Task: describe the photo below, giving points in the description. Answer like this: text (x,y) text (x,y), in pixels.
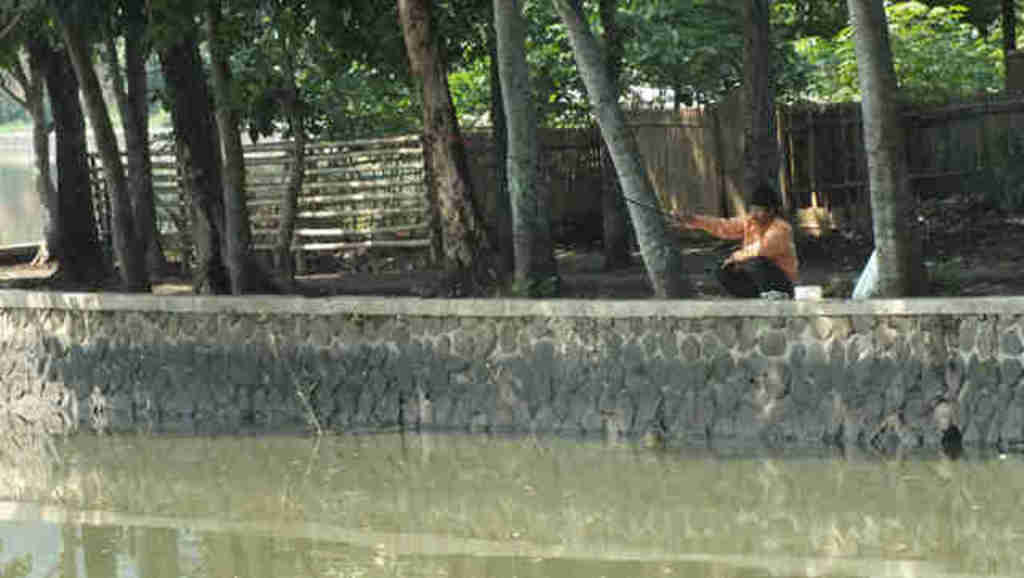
In the foreground of the picture (441,415) there is a water body (525,454) and a wall (455,335). In the center of the picture (462,230) there are trees (873,145), fencing (309,166) and a person (747,244) fishing. In the background (286,56) there are trees (646,71).
